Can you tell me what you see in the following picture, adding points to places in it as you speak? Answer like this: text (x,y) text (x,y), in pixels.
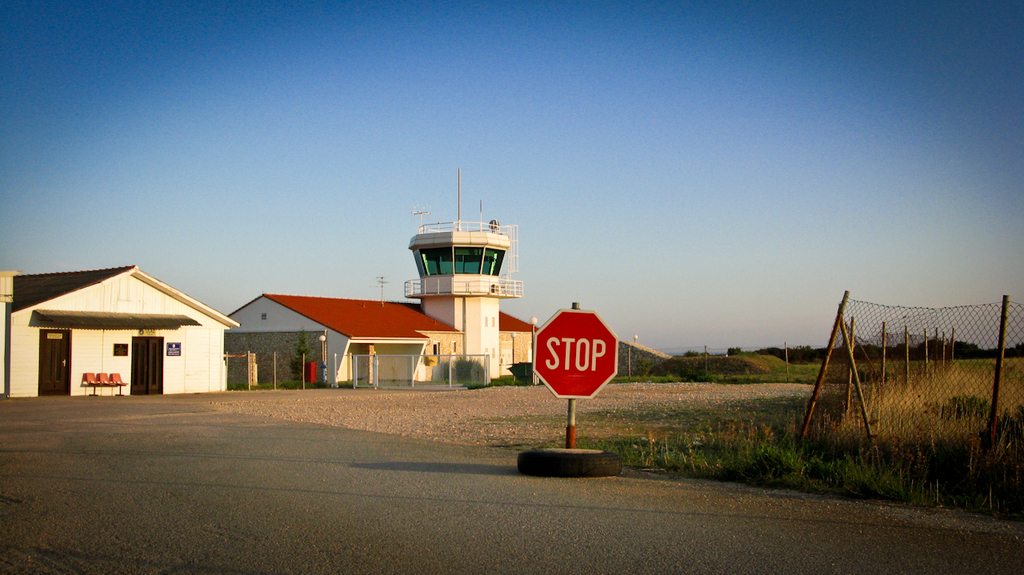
In this picture we can see a sign board (581,380) and a Tyre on the ground (541,525), here we can see buildings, chairs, trees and some objects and we can see sky (897,16) in the background (676,201).
